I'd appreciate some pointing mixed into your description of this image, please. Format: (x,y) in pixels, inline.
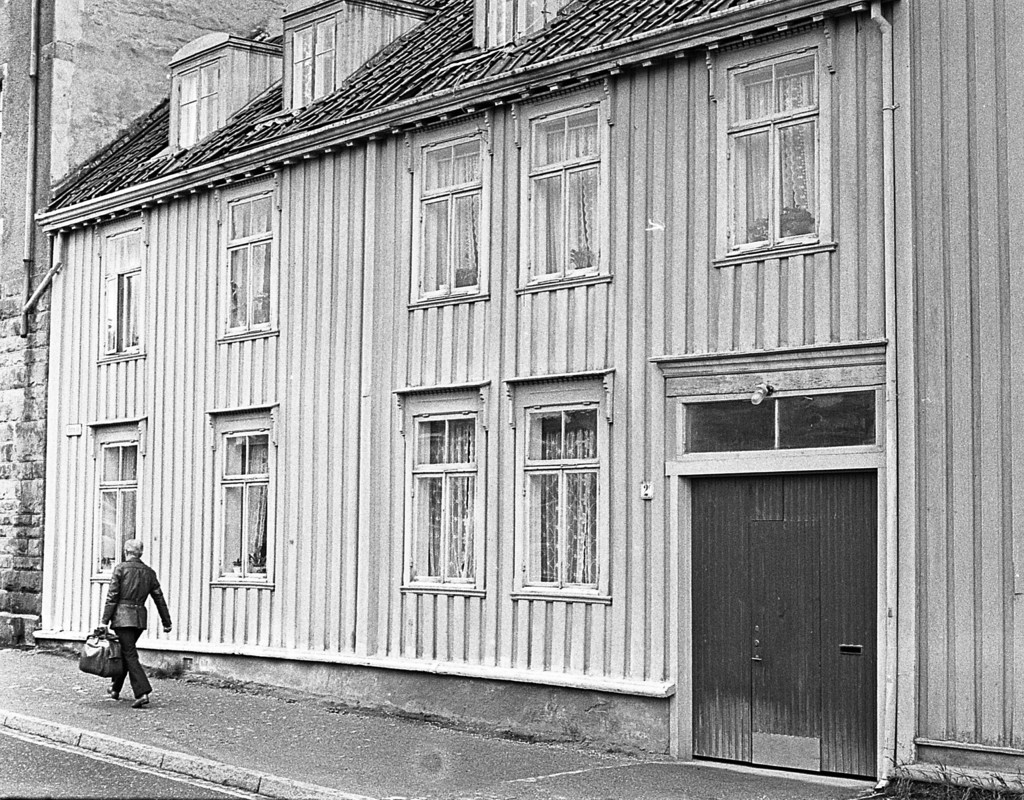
This is a black and white picture, in this image we can see the person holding a bag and walking, also we can see a building (513,578) and there are some windows (423,533).
